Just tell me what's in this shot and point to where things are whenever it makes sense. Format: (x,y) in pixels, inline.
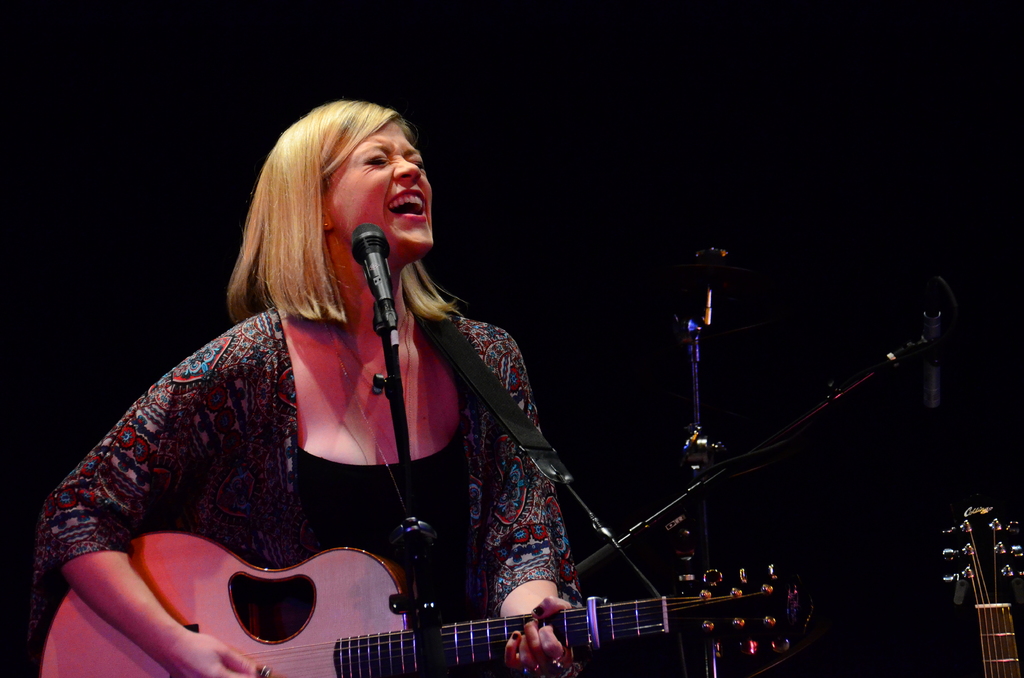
In this image I can see a woman (442,378), in front of the woman (355,295) I can see a mike (373,250) and a woman (150,590) holding a guitar (90,626), beside the woman (399,233) I can see musical instrument (713,285) and in the background (451,103) I can see dark view and woman mouth (407,191) is open.
